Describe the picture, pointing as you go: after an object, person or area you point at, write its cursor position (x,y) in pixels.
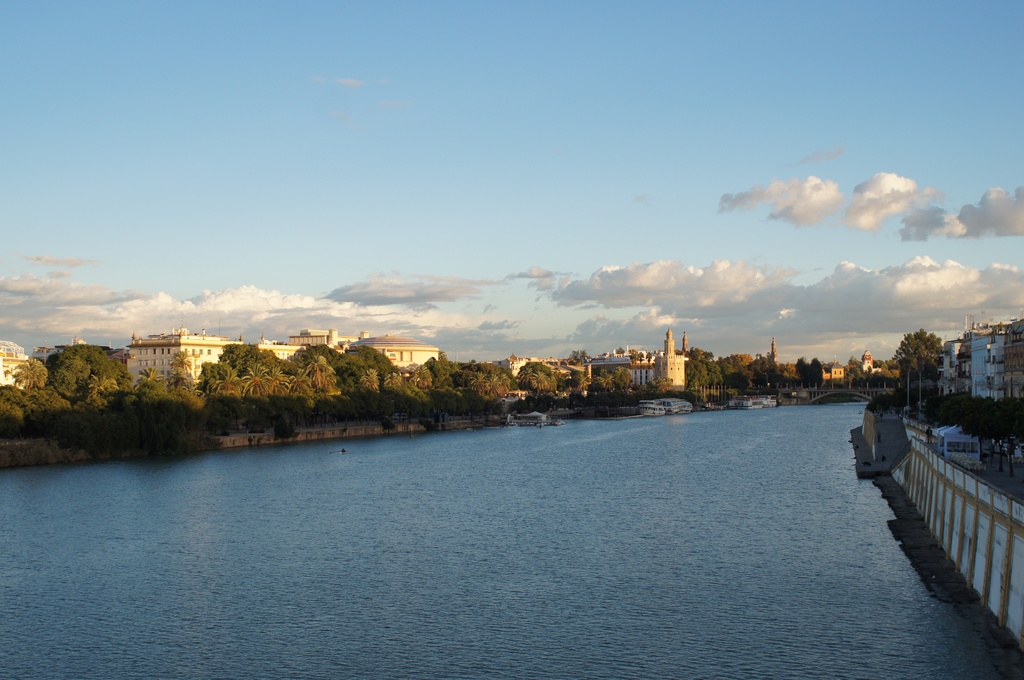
As we can see in the image there is water (439,524), trees (266,405), buildings (1006,337), sky (524,354) and clouds (819,309).
